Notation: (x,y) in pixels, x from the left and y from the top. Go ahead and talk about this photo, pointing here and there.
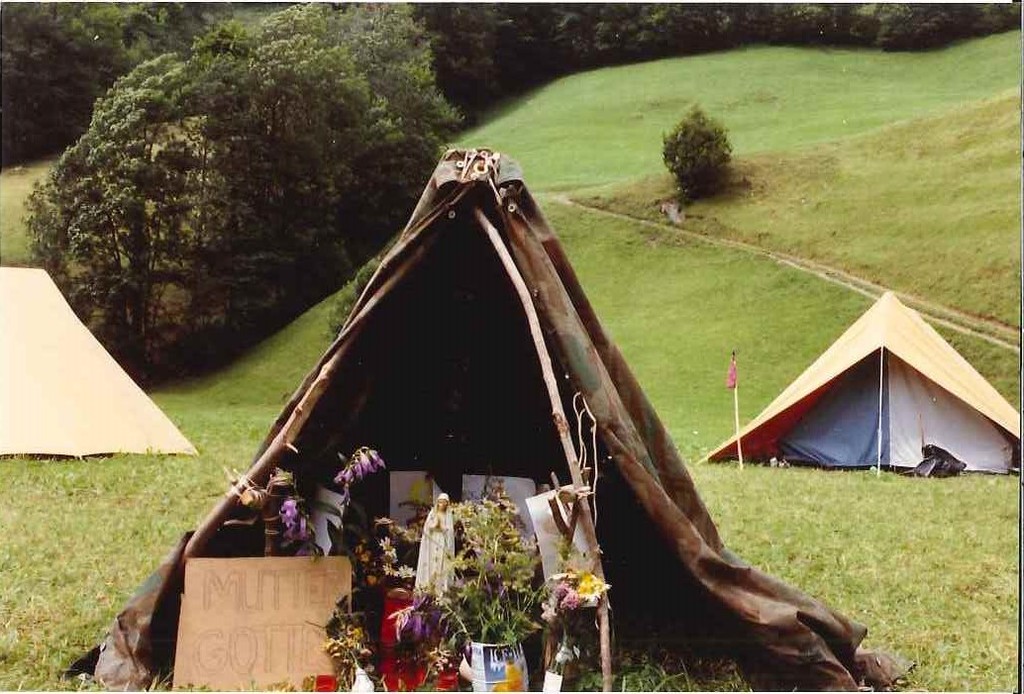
In this image there are tents (402,400) and we can see flower vases (515,616). there is a board (292,668). At the bottom (879,561) there is grass (861,559). In the background (308,168) there are trees (345,130).
